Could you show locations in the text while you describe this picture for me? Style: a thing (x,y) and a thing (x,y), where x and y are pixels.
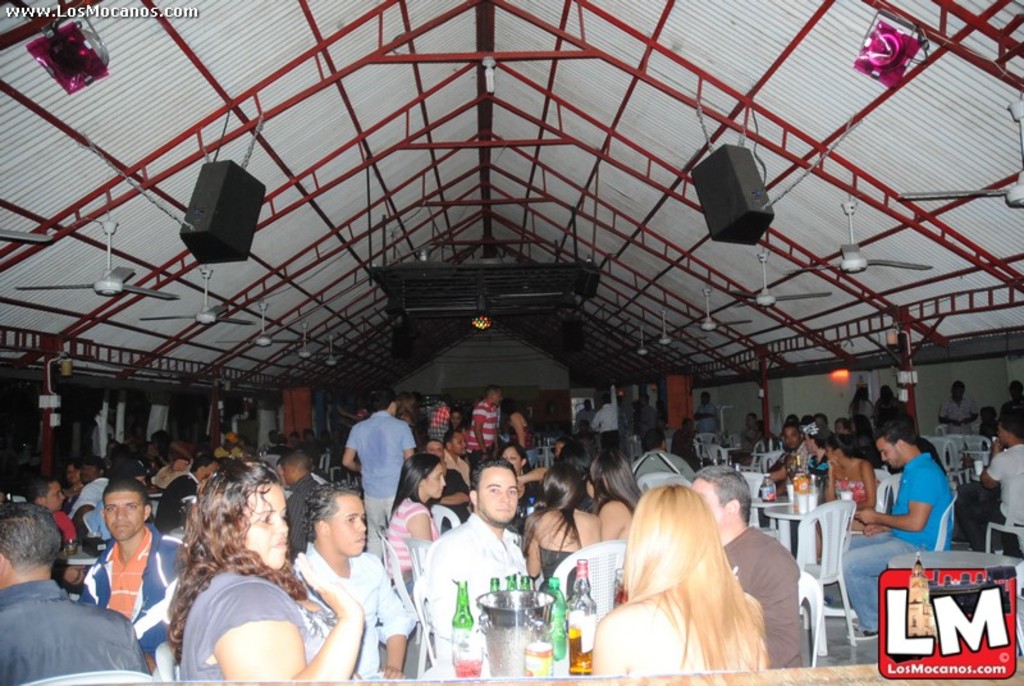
In this image I can see a group of people (868,560) sitting on the chairs (839,550). I can see few wine bottles (560,631) and few objects (542,594) on the tables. I can see few fans (147,290), speakers (235,225) and a shed (641,234).
